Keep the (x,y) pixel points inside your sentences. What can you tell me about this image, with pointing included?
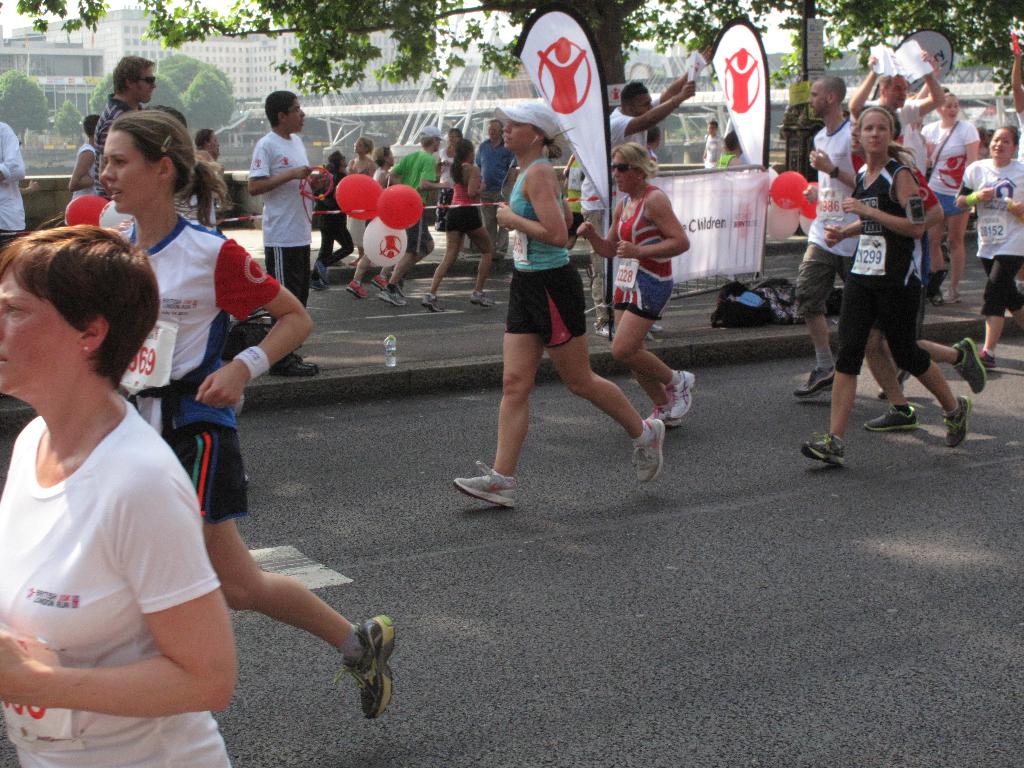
In this image we can see many people (163,281) running on roads (748,374). Few (272,208) are standing. There are flags (732,90). In the background (327,61) there are buildings (141,51) and trees (931,10).
